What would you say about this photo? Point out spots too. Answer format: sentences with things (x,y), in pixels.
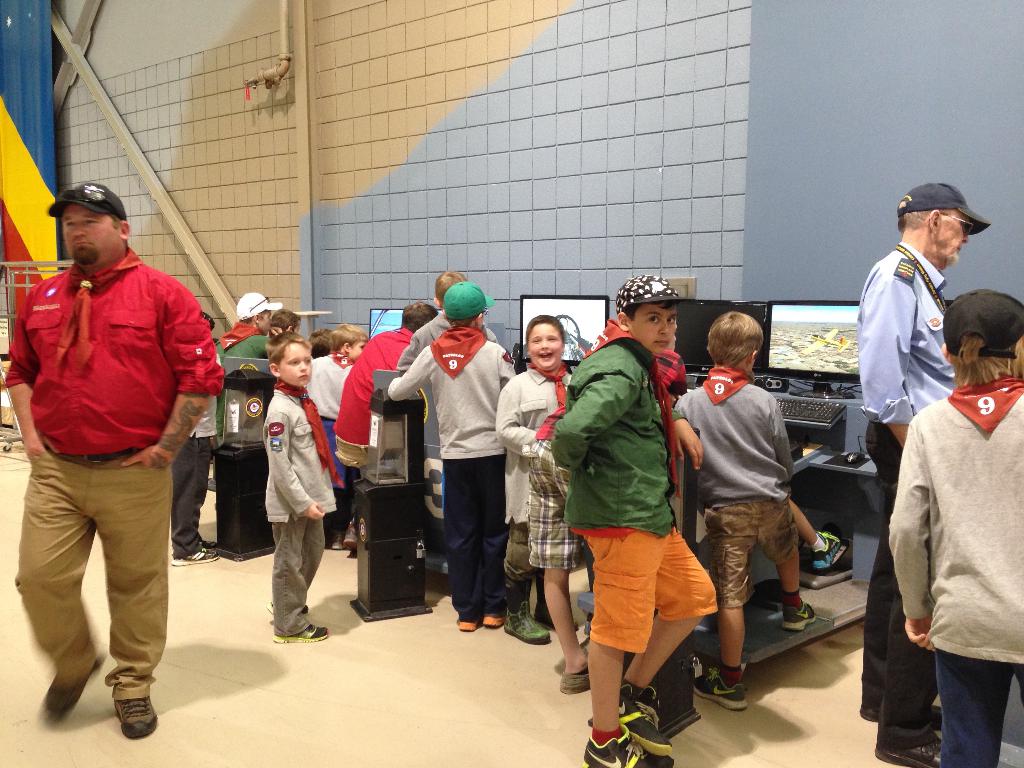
In this image, we can see people (194,365) standing in front of monitors (795,367) and in the background (250,89), there is a wall (633,144).
